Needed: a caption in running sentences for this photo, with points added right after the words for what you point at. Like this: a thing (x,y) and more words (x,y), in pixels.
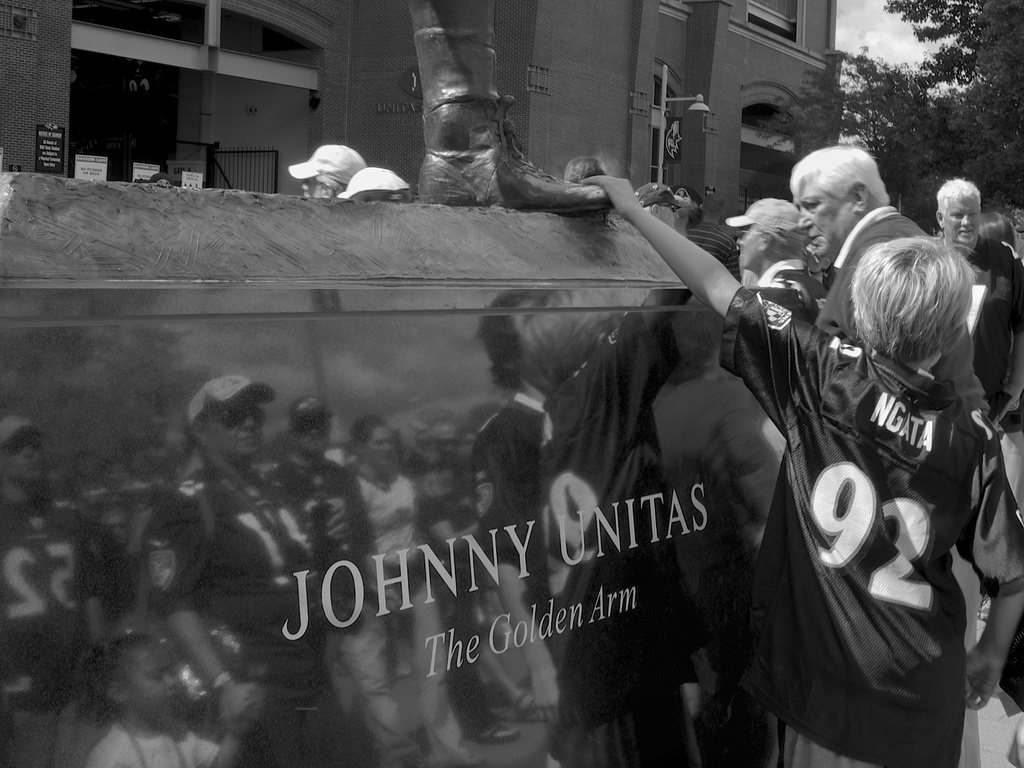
To the right side of the image (889,334) there are few people (877,470) standing. There is a boy (879,483) with black t-shirt (823,433) is standing and touching the leg (505,151) of the statue (575,193). To the left side of the image (95,368) there is a wall (457,543). In the background (405,65) there is a building (405,65) with walls (609,45), pillars (636,66) and windows (754,122). And also there are few posters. To the right top corner of the image (934,85) there is a tree (921,96).
